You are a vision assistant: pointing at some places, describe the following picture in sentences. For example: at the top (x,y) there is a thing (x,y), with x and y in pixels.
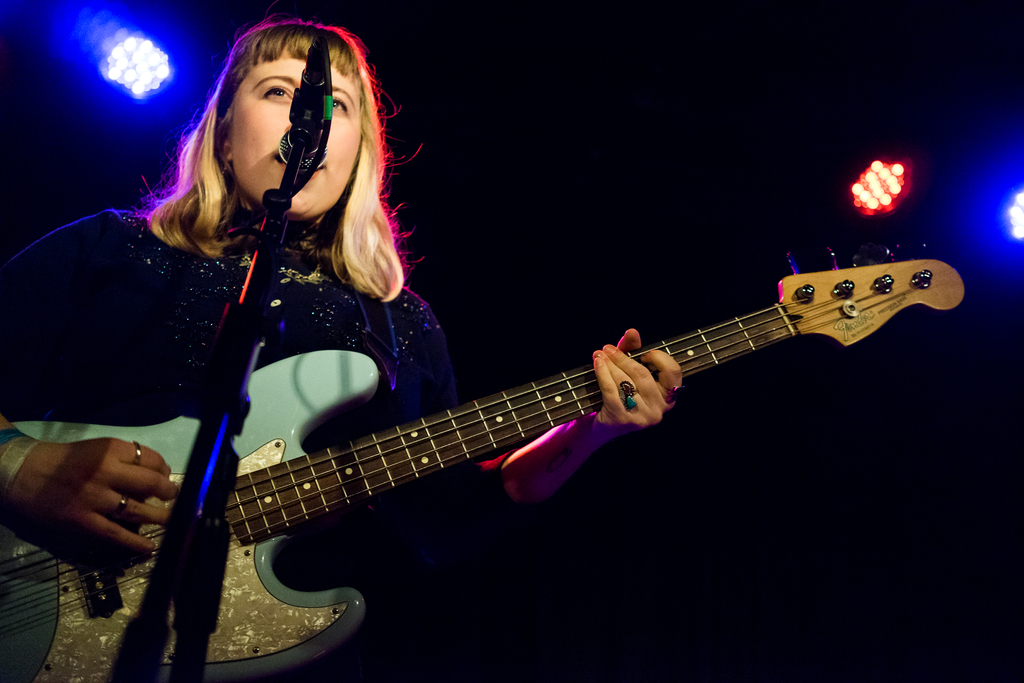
At the top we can see lights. Background (578,226) is dark. We can see women (425,329) standing in front of a mike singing and playing guitar (418,462).
